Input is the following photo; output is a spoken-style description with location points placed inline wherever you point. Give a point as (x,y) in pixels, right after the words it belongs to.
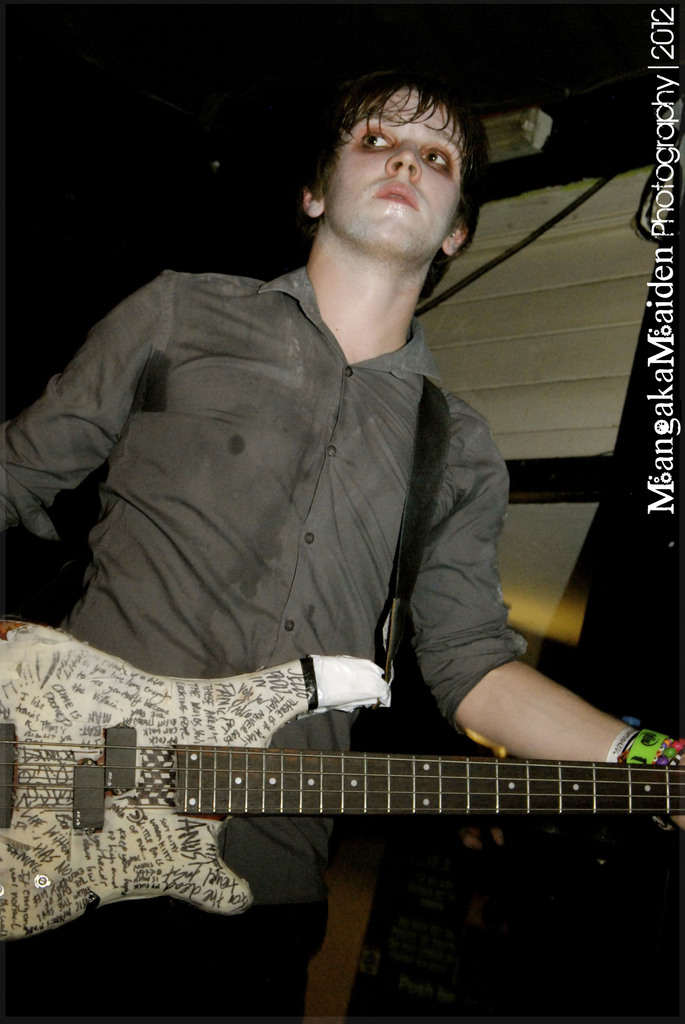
In this picture we can see a man (332,738) who is holding a guitar (254,709) with his hands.
